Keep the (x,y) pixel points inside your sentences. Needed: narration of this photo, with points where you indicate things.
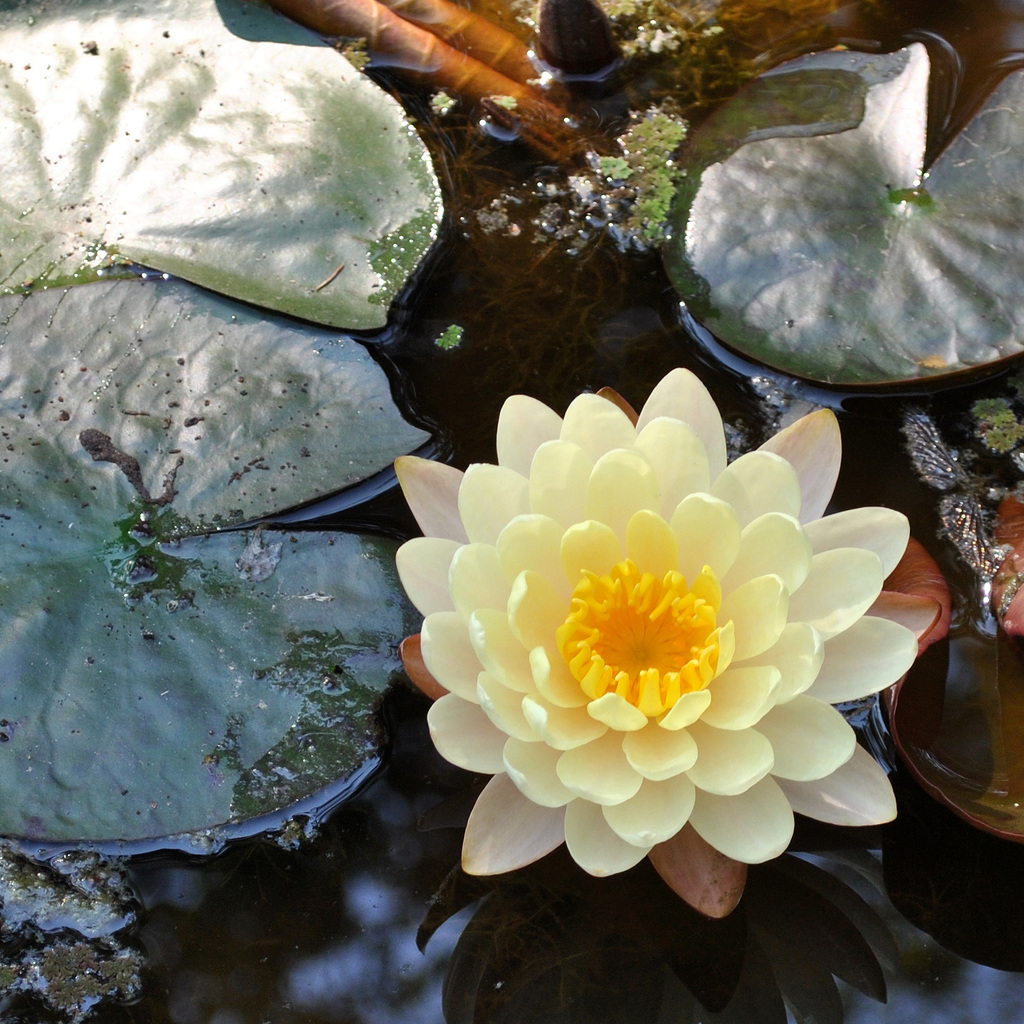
Here in this picture we can see a flower (586,556) present in water (463,820) and beside that we can see leaves (182,299) and plants (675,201) also present over there.
